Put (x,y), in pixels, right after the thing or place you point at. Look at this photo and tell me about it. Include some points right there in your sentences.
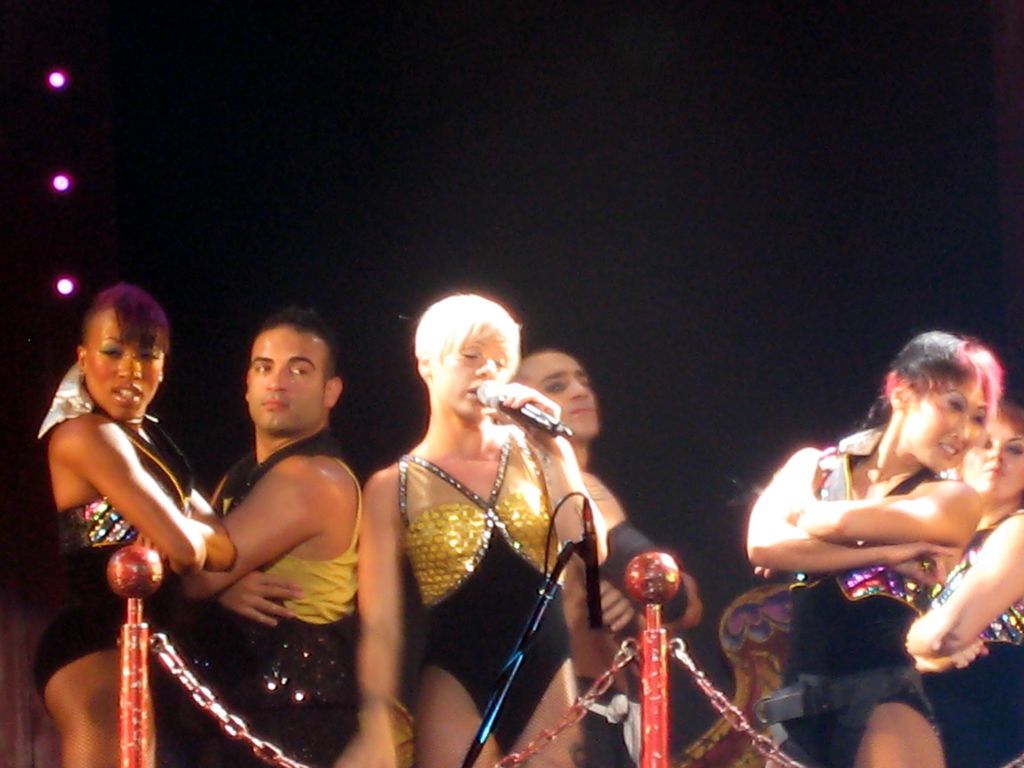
In this image we can see a group of people (796,607) wearing dress (527,615) are standing on the floor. One woman (514,726) is holding a microphone (504,403) in her hand (504,405). In the foreground (638,653) we can see a group of poles (646,644) and chains (743,719), a microphone (591,561) placed on a stand (487,715). In the background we can see some lights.
